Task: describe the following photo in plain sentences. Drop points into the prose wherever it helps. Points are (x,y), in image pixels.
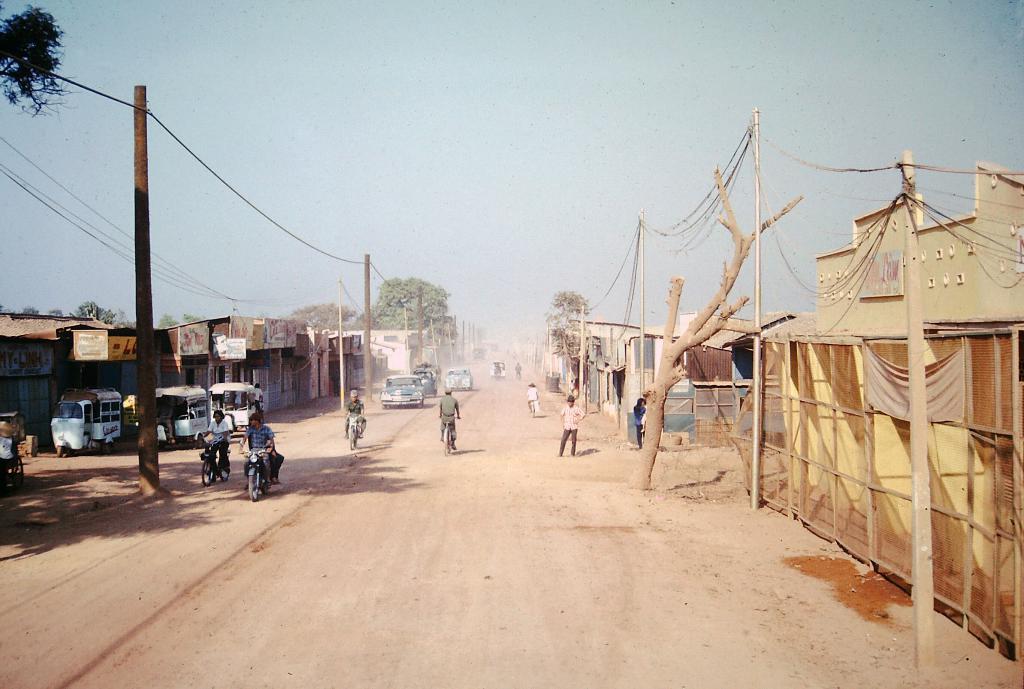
It is the outside view. In this image, we can see few houses (124,375), poles (923,409), trees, wires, people's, vehicles (435,390). Few people (2,468) are riding vehicles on the road (332,636). Top of the image (436,97), there is a sky (489,111).
